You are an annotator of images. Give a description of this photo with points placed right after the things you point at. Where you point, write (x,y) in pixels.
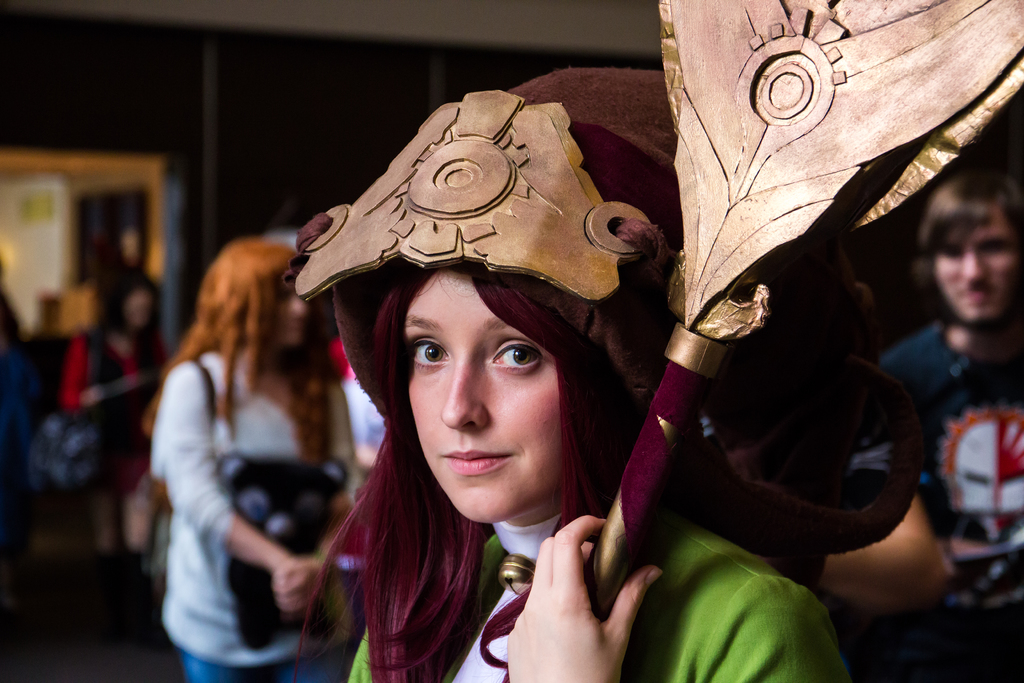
This is the woman (475,591) standing and holding an object (616,517) in her hand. I think she wore a fancy dress (492,641). In the background (230,408), I can see groups of people (272,339) standing.
